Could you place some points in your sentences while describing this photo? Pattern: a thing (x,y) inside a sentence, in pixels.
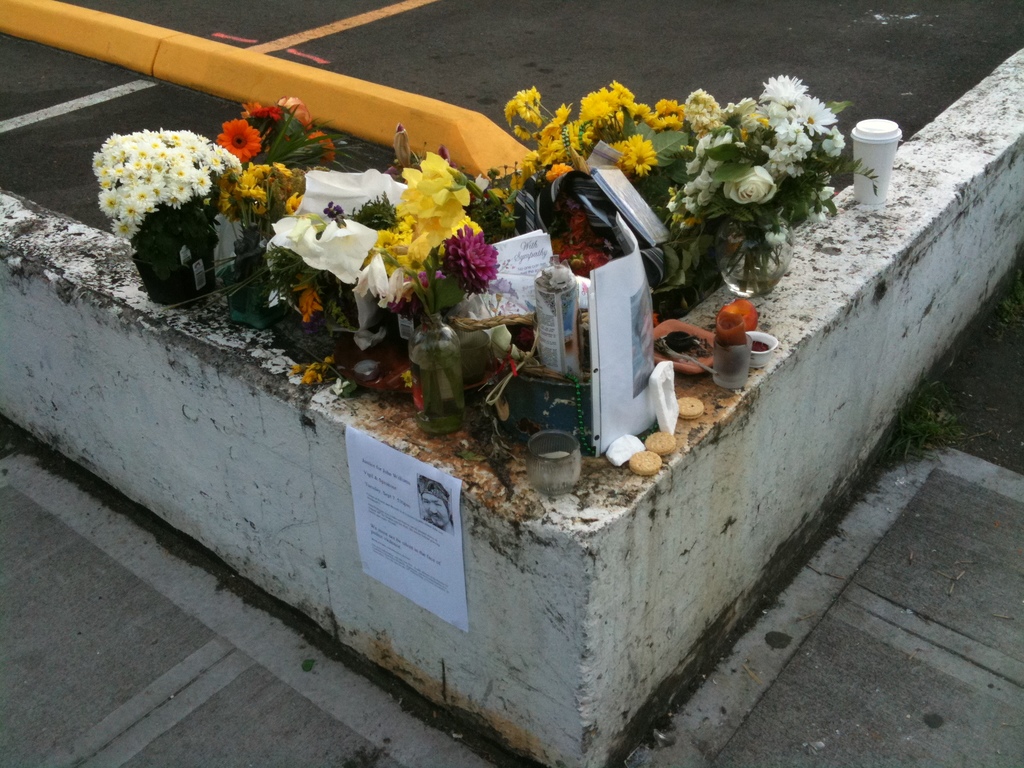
In this image, we can see flower vases (757,153), flower pots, biscuits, glasses (542,462), papers (615,279), books (652,215) are placed on the wall (569,511) and we can see a poster (429,561) pasted on it. At the bottom (158,685), there is road (184,689).
